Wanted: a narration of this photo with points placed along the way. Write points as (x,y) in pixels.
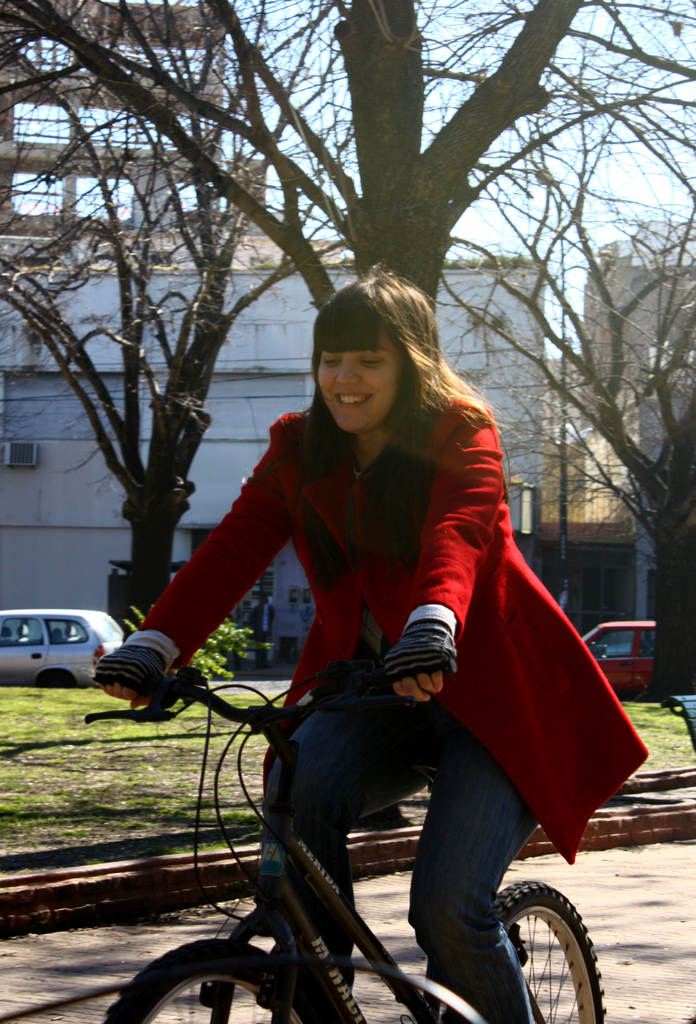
In the image we can see there is a woman (392,652) who is sitting on bicycle (357,931) and at the back (258,320) there are trees (326,287) and building (251,317).
